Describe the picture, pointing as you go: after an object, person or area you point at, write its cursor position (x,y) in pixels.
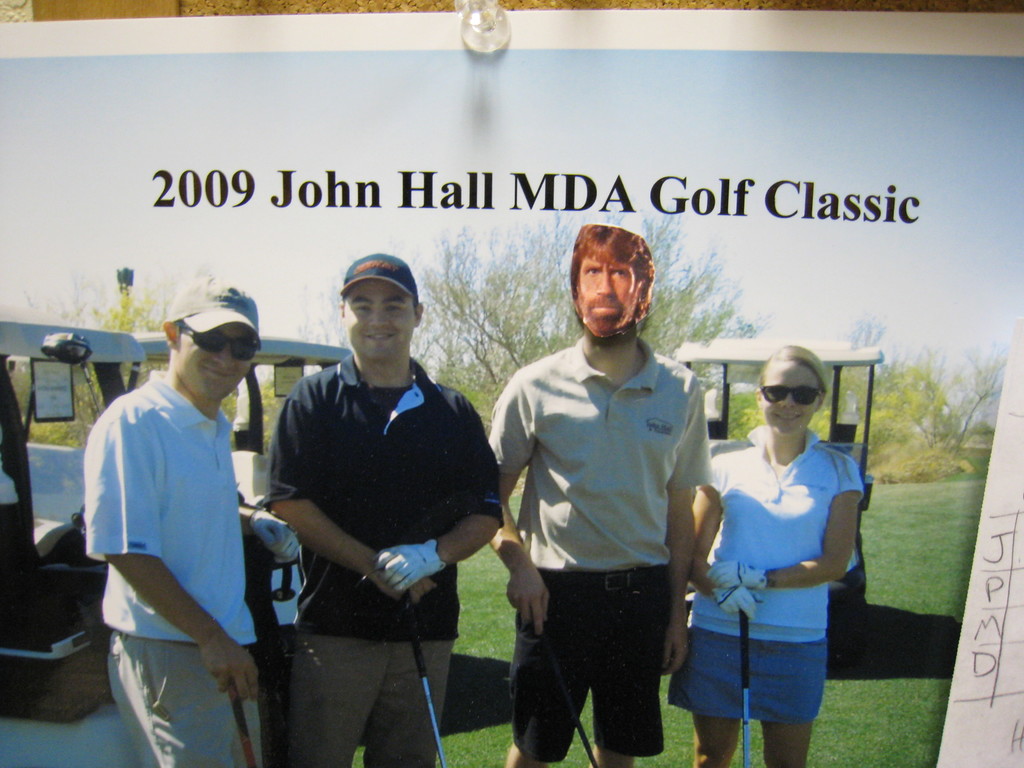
This image consists of a photo. In this photo I can see three men (614,426) and a woman (803,571) are standing, holding the golf clubs (435,726) in the hands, smiling and giving pose for the picture. The man (597,469) who is on the right side (693,426) is wearing a mask (638,294) to his face (598,321). At the back of these people (514,384) I can see few vehicles (54,545) on the ground (895,640). In the background (547,292) there are many trees (510,300). At the top of the photo (622,109) I can see in the sky (914,131). On this photo I can see some text (402,200).
